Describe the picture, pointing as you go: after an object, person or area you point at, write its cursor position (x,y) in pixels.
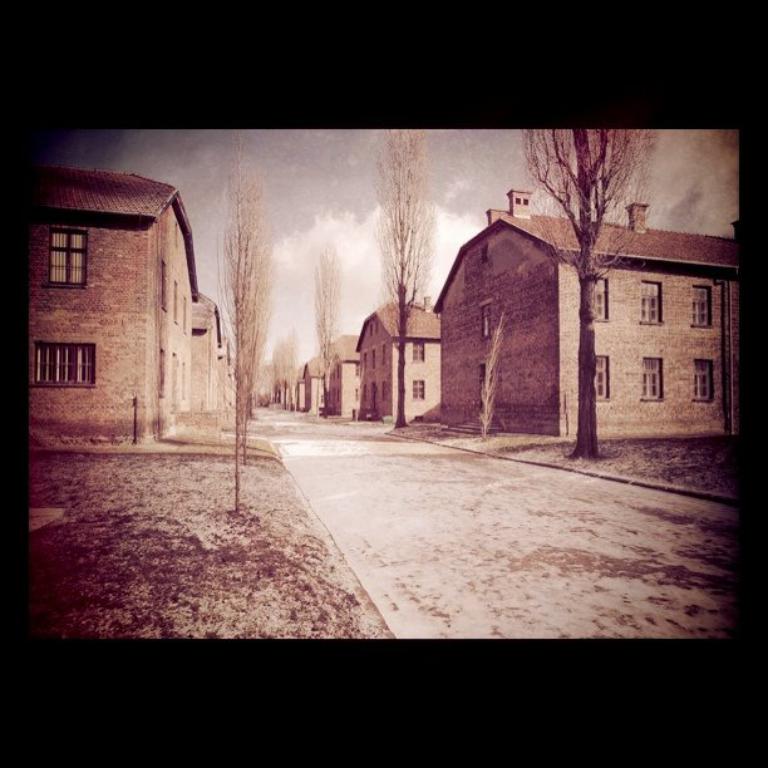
This picture seems to be an edited image with the black borders (758,31). In the foreground (89,509) we can see the trees (591,199) and the ground (602,512). In the center (455,328) we can see the houses (160,312) and we can see the windows (71,255) of the houses (386,312). In the background (291,211) there is a sky (317,240).
